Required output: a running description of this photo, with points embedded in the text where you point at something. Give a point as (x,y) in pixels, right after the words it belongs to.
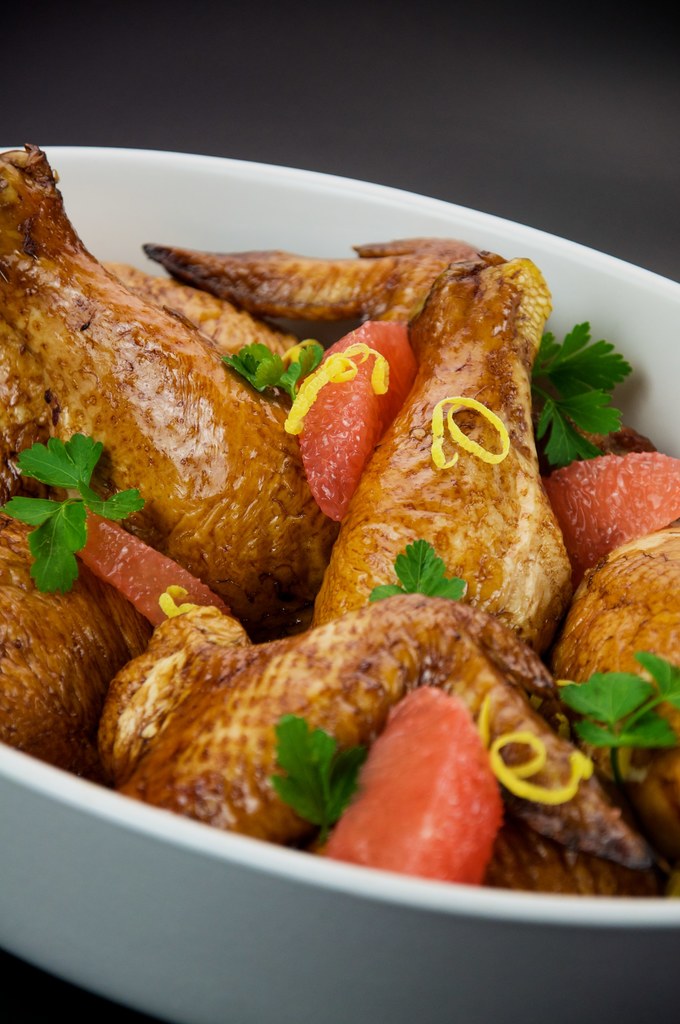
In this picture I can see the chicken pieces (516,596), grapefruit (329,465) and parsley (302,716) in a bowl (285,246). In the back (653,235) I can see the darkness (171,131).
